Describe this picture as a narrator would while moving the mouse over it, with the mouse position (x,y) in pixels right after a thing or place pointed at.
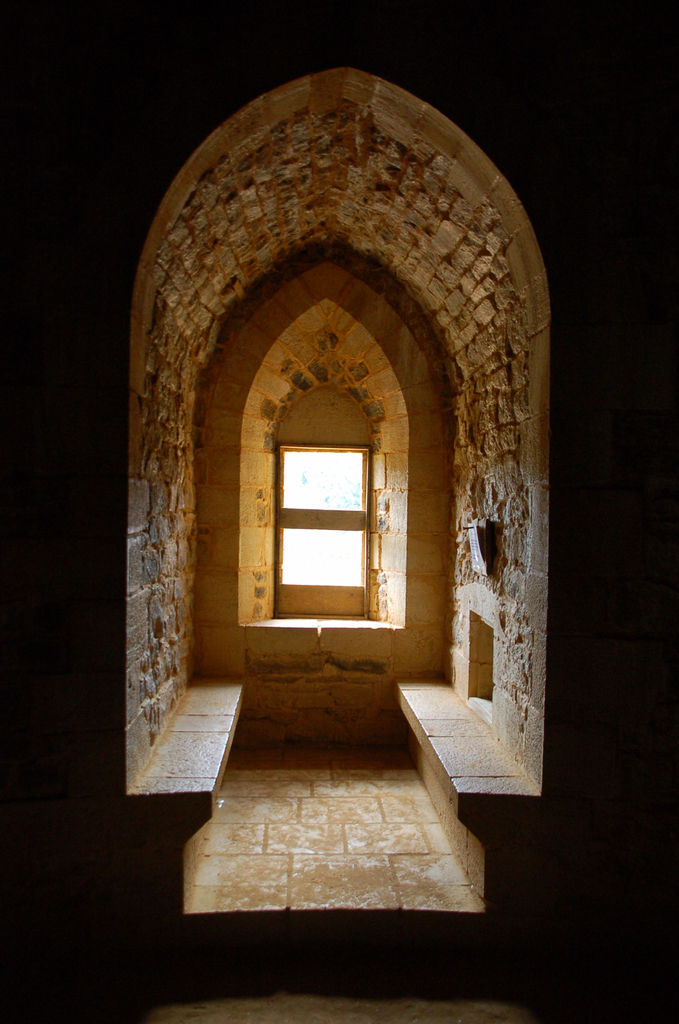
This is an inside view of a building (272,868). We can see a few arches (259,494) and a window (276,459) inside the building (377,424).
